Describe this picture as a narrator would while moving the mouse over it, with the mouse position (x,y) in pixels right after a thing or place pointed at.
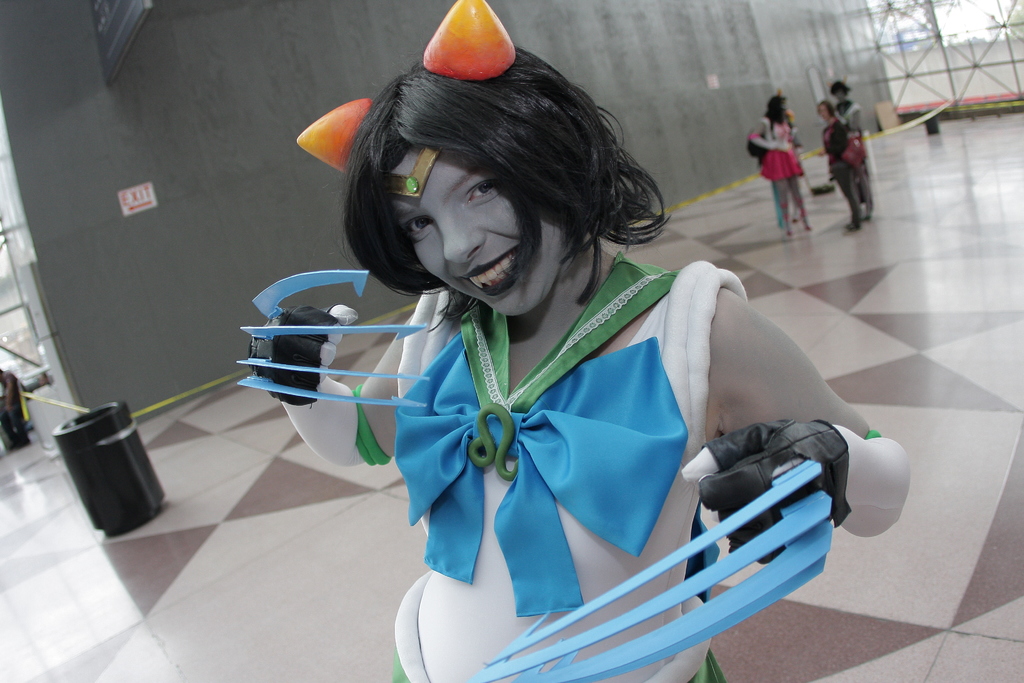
In the image there is a woman (441,285), she is wearing different costume (543,476) and vampire makeup (475,239), behind the woman (306,312) there is a wall (664,123) and on the right side (794,134) there are a group of people (835,136) standing in front of the wall (672,56).
